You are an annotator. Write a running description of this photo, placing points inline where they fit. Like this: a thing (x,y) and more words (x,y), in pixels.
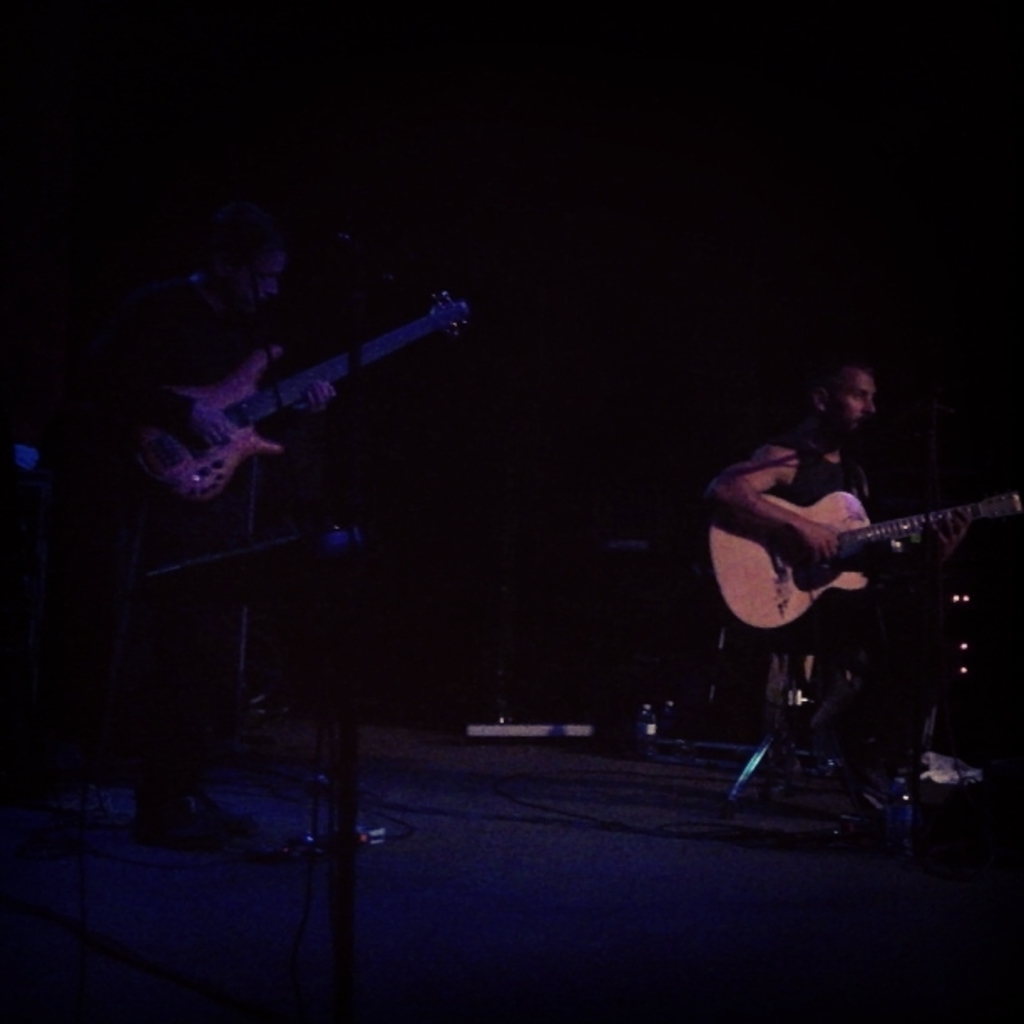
In the image there are two men (810,489) playing guitar (833,502), this looks like a concert.
